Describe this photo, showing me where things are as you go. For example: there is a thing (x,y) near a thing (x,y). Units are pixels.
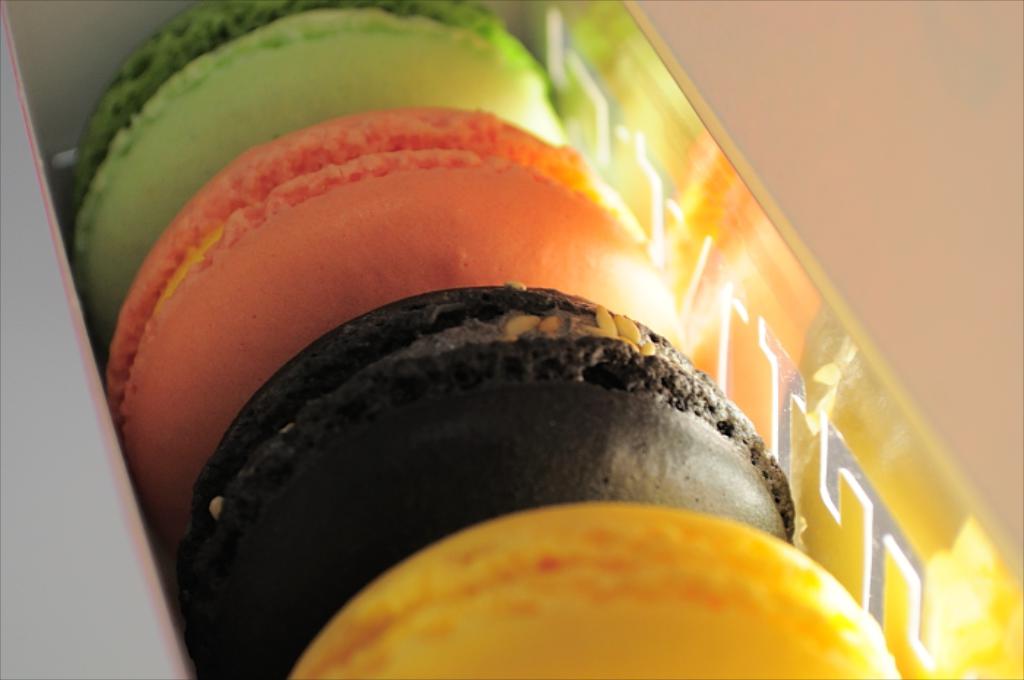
In this image there are biscuits (406,382). There is the cream (432,341) in between the biscuits (262,219). The biscuits (237,200) are in different colors. They are placed in a box (764,295).
